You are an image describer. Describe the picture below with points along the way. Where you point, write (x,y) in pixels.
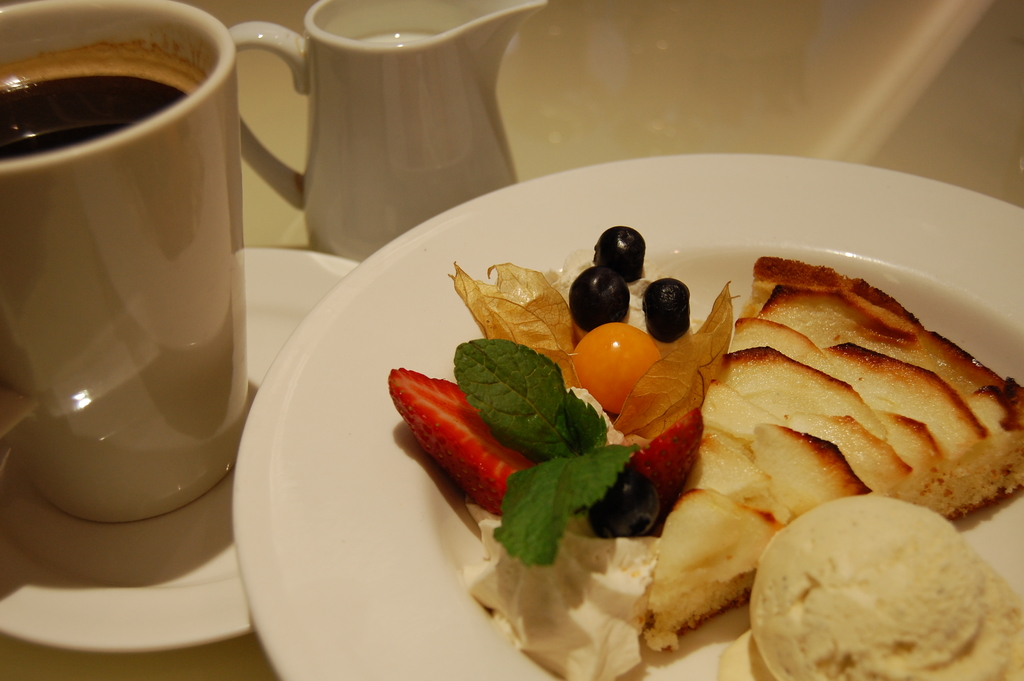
In this image I can see food items (750,457) on the plate (746,607). There is a cup (116,240) with saucer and there is some liquid (64,140) in it. Also there is a jug (313,119) with some liquid (395,30) in it.
